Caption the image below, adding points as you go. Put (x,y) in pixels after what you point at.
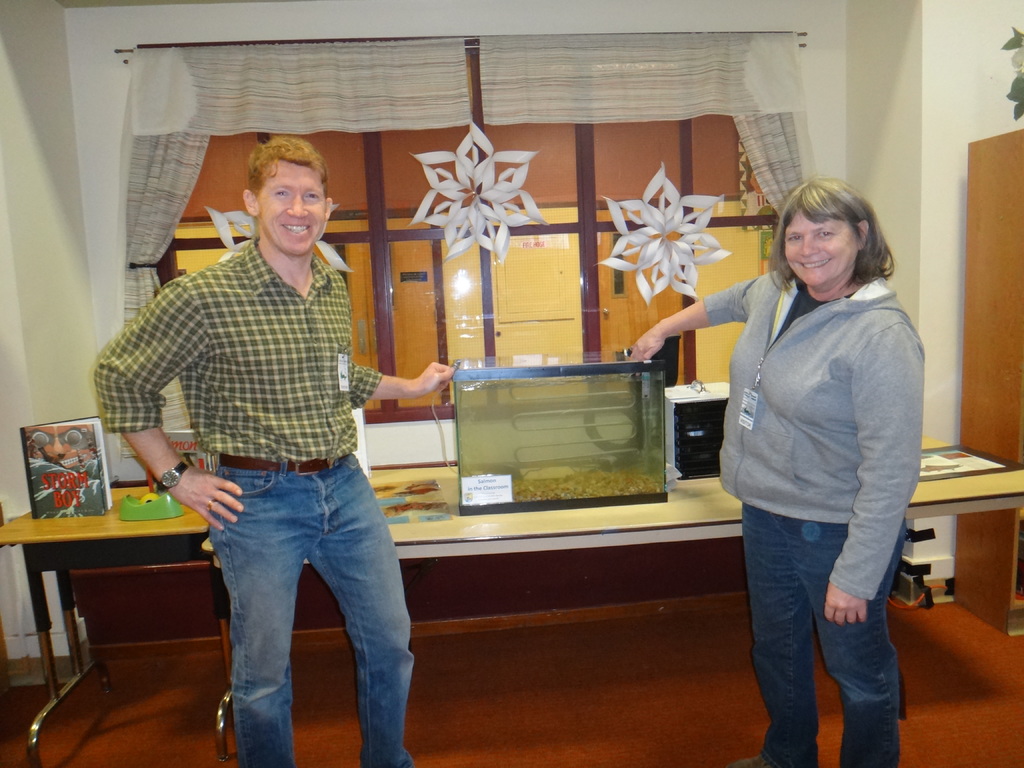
Here is the men (347,462) and women (741,441) standing and holding some glass object (545,373). This is the table (489,527) with a book (73,482), a green color object (138,509) and glass object (538,468). In this object (550,433) I can see a water (533,432) and some metal thing (586,451) inside it. These are the white paper flowers (486,198) attached to the window (492,269). These are the curtains (780,161).
